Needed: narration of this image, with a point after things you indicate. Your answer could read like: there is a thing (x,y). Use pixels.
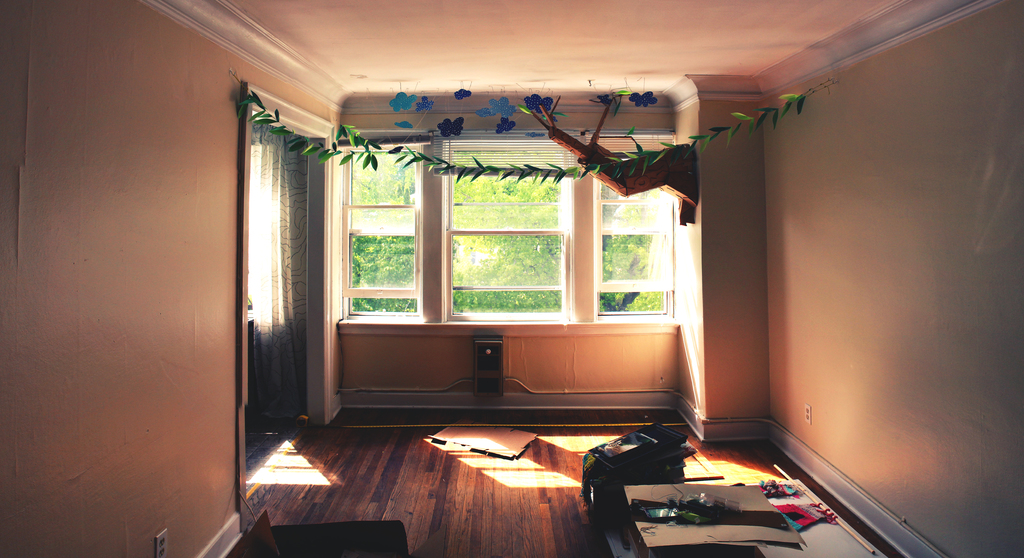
This picture shows an inner view of a room (227,125) we see a stick (782,472) and a few papers (740,487) on the floor (290,474) and we see a curtain (294,217) and a Window (505,286) from the window (503,271) we see trees (491,197) and we see a printer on the floor (311,475).
